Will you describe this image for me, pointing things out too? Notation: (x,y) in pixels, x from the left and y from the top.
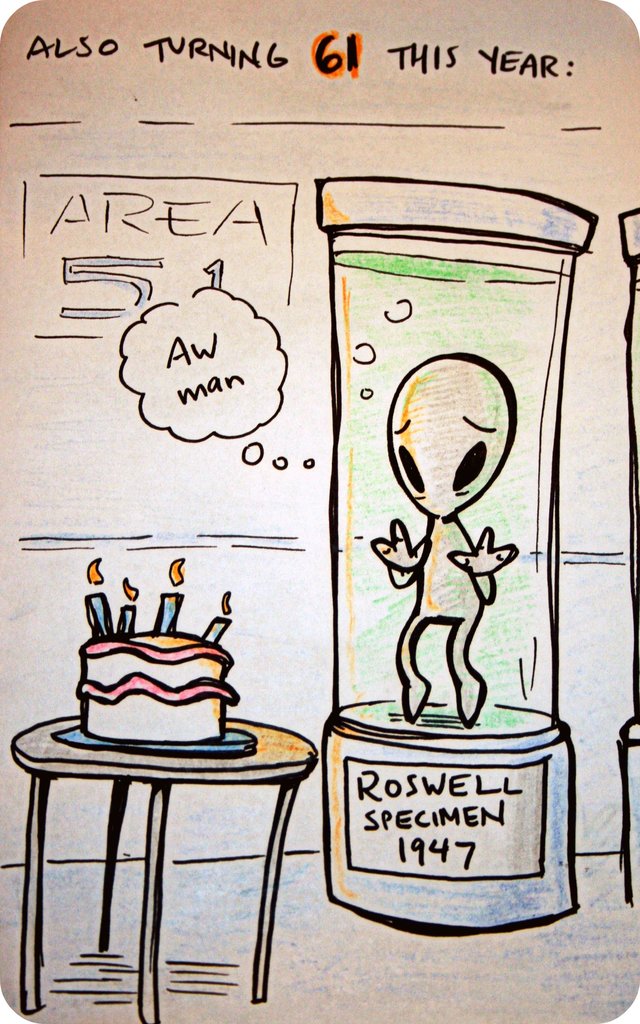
This is a poster (464,292). In this image there is an alien (430,545) inside the box (461,733) and there is a cake (111,648) on the table (263,754). At the top of the image (439,56) there is a text (326,62).
